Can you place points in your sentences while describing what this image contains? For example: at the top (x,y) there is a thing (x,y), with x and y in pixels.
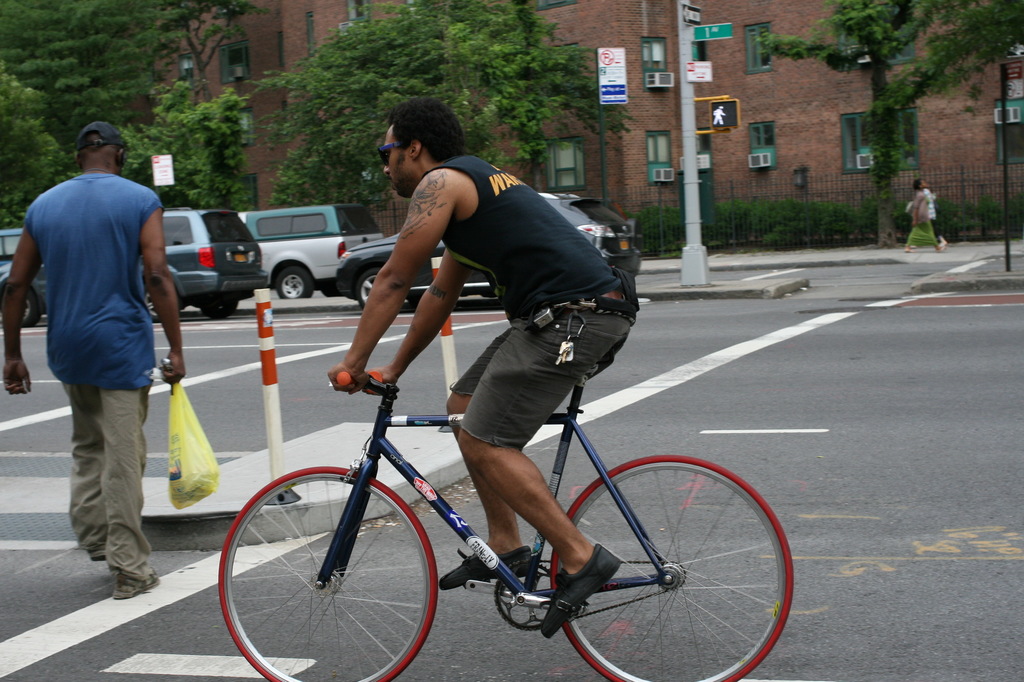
The man (573,358) is sitting on a bicycle (606,490) is highlighted in this picture. This man (125,368) is walking on a road (93,582) as there is a leg (124,510) movement and he is holding a plastic bag (211,449). Far there are vehicles (203,228) and trees (311,92). This is a building (769,61) with windows (762,53). This is a pole (693,173) with sign boards (690,20).
